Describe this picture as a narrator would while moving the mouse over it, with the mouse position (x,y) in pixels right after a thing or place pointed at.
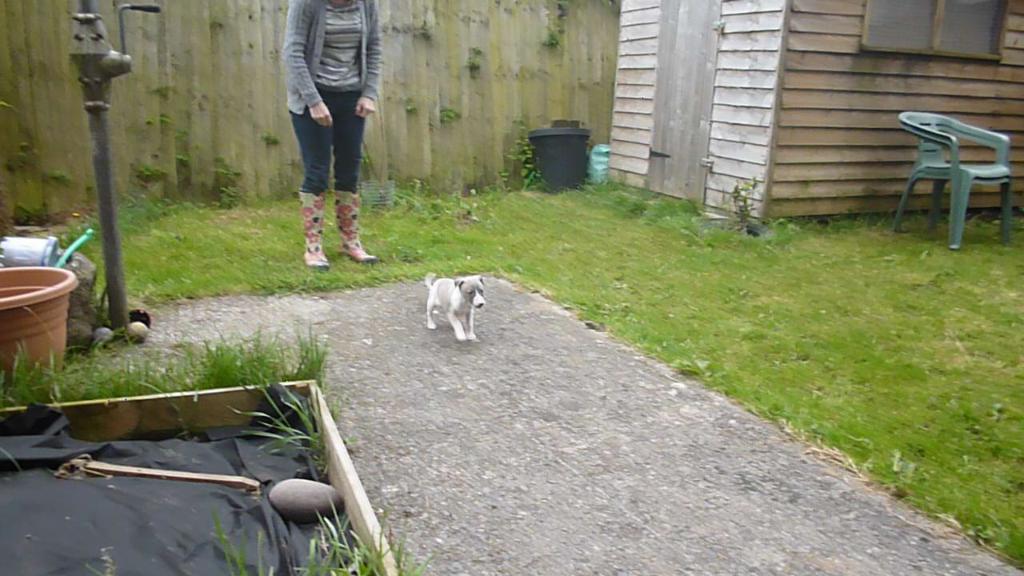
In this picture there is a person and small puppy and in the background (551,65) is a wooden wall (551,65) and wooden room (703,90).
